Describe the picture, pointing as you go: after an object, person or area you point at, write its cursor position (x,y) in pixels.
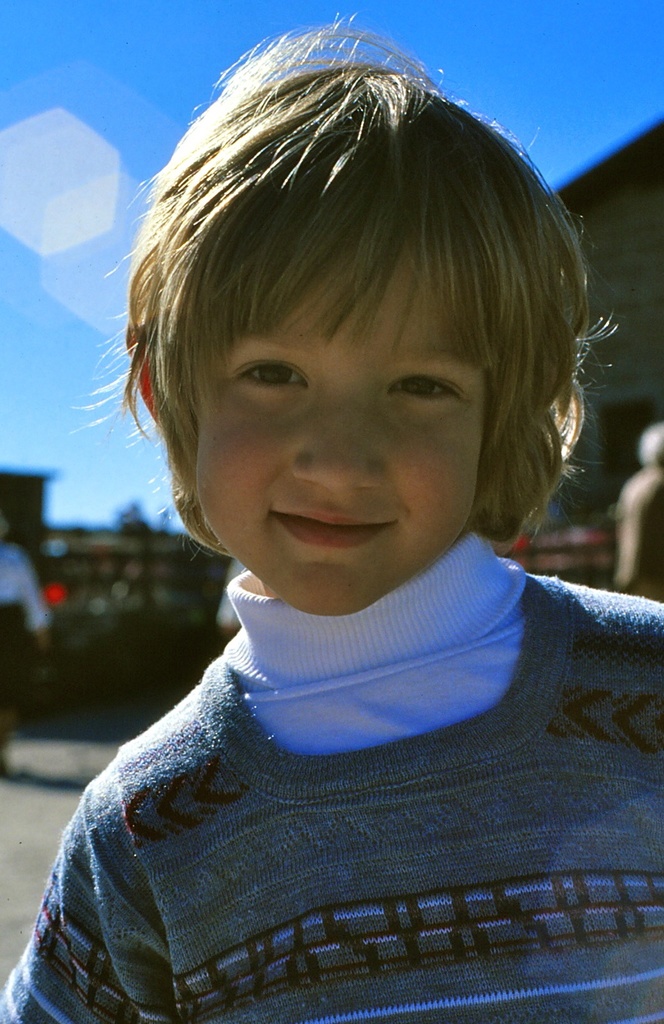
In this picture, we can see a boy (319,730). In the background (5,662), we can see a group of people (38,626), buildings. At the top (72,70), we can see a sky (90,295).
